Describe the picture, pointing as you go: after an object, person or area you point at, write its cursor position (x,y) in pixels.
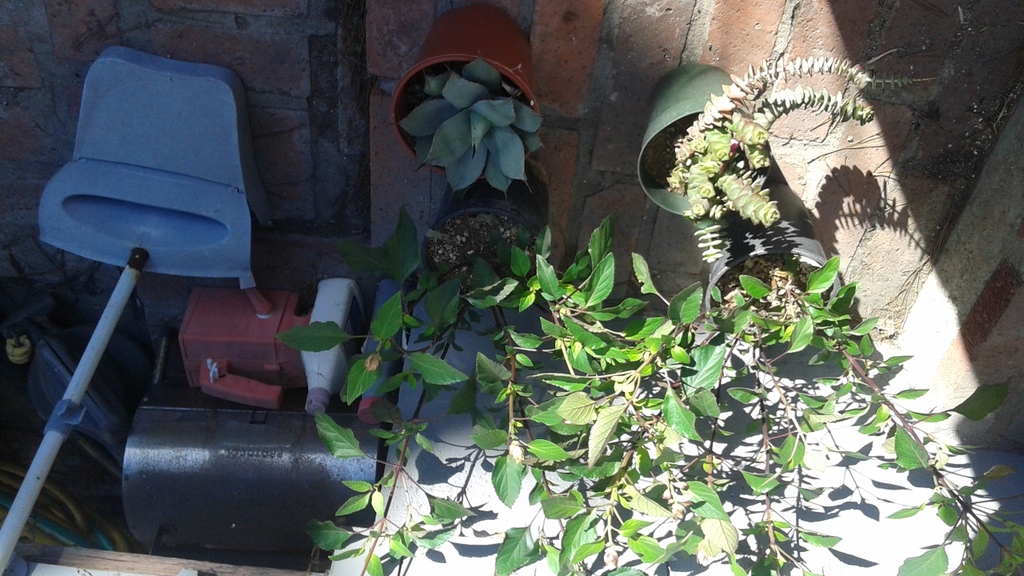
In this image I see the plants (913,438) in the pots (521,189) and I see bottles (386,285) over here and I see a blue color thing (231,218) over here and I see the stick (119,312) and I see the ground (891,40) and I see the wall (974,364) over here.
